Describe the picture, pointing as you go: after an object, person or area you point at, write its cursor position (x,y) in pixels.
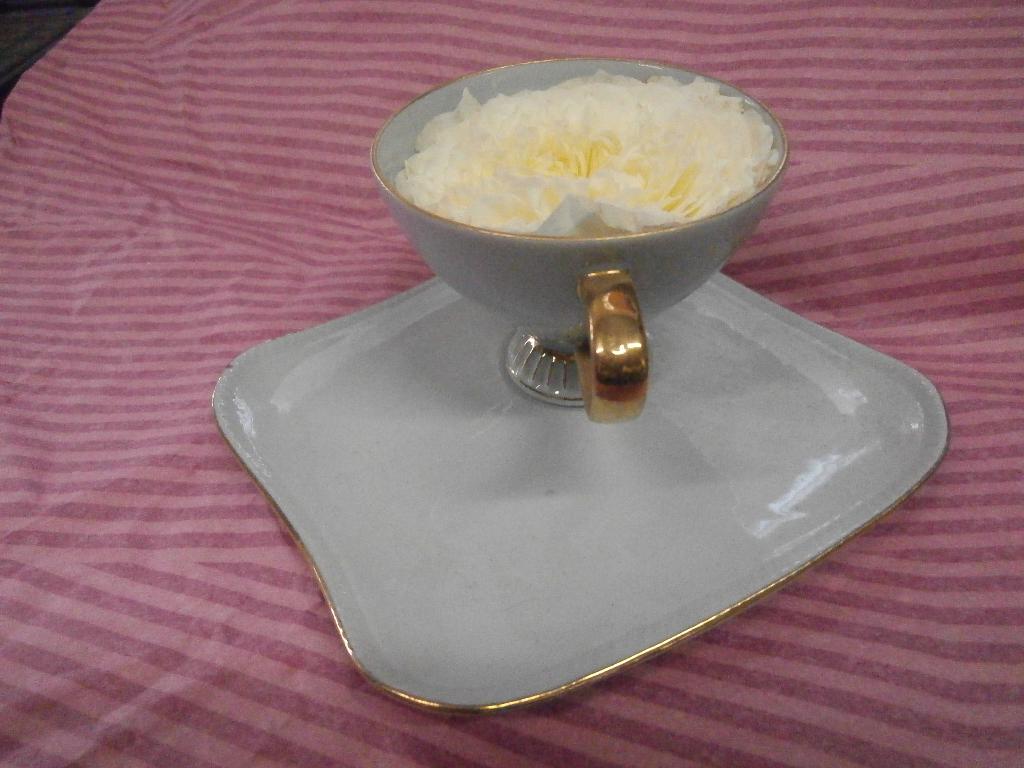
As we can see in the image there is a table (54,675). On table (35,606) there is cloth (212,314), plate (480,450) and cup (493,277). In cup (582,304) there is white color flower (555,203).
